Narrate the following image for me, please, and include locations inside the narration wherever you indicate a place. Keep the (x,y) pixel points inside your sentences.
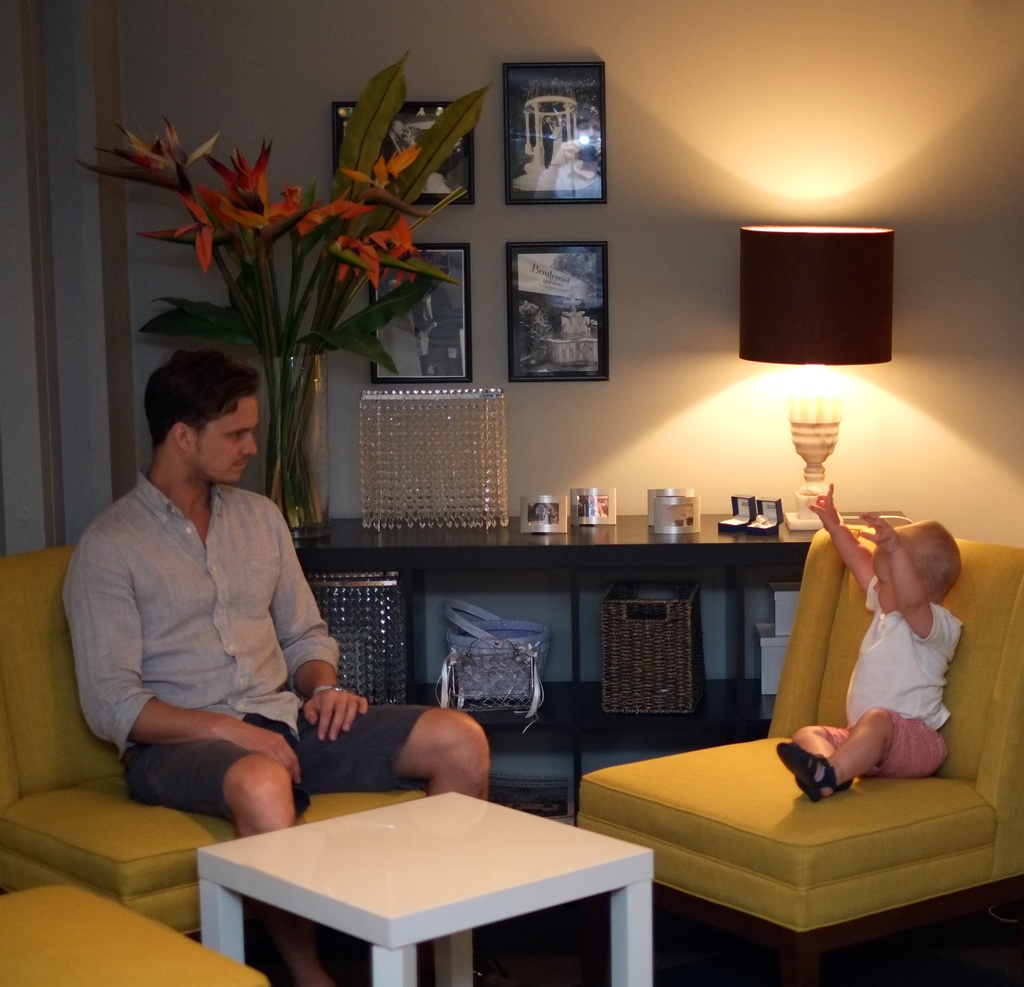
This is the picture taken in a room (725,356), the man (279,662) and a boy (854,693) is sitting on chairs (303,821). In front of the people (474,764) there is a table (440,859). Behind the people (420,738) there is a flower pot (272,342) and a wall (614,188) with photos (530,263).
